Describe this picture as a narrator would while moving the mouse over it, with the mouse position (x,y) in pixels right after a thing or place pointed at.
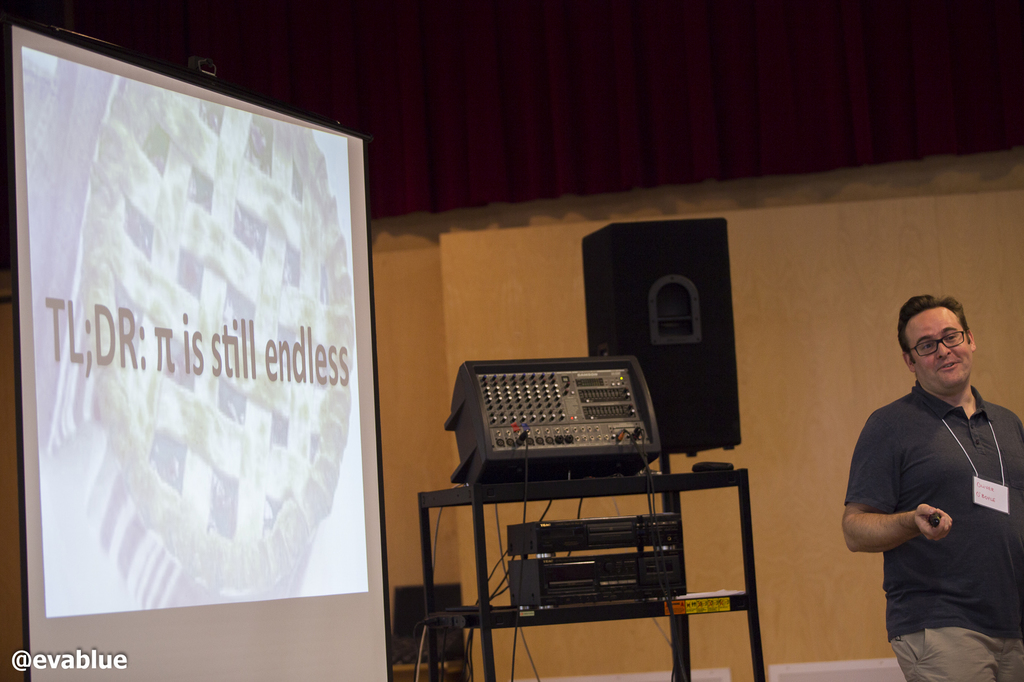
In this picture we can see a man (919,568) is standing and holding something, on the left side (127,523) there is a projector screen (196,523), we can see a stand (745,531), a speaker (684,387), amplifiers (657,567) and an audio controller (543,465) in the middle (571,450), in the background (762,119) there is a curtain (665,115), we can see some text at the left bottom (31,668).
